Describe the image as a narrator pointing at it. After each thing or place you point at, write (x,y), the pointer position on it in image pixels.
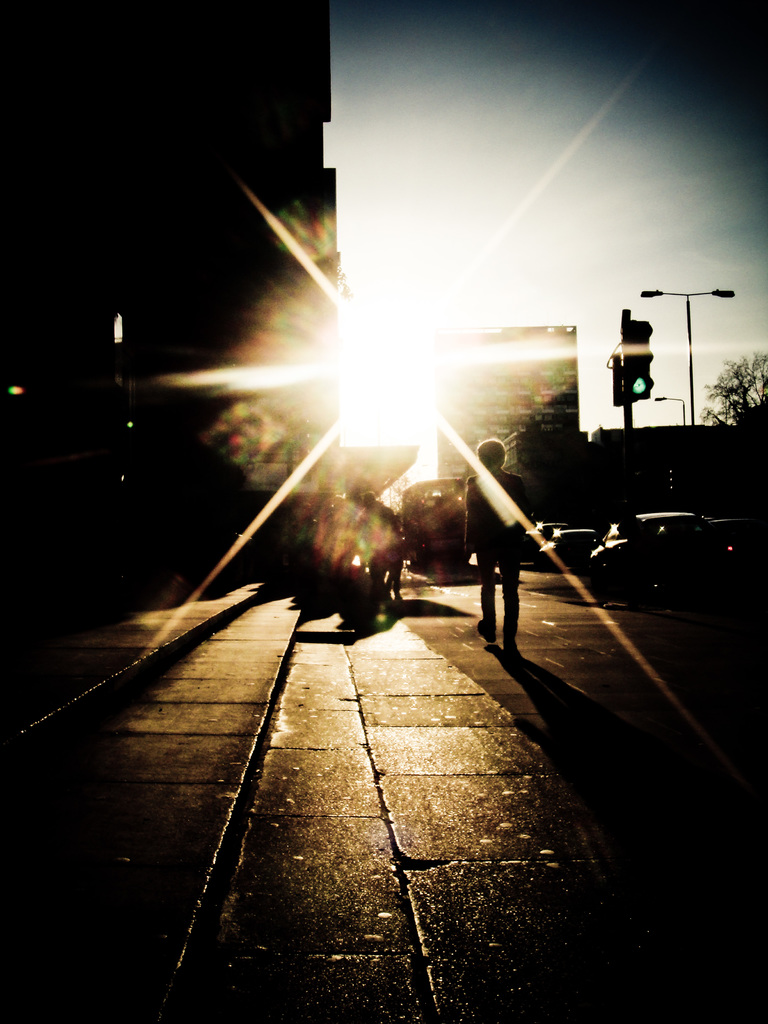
In this picture there is a boy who is standing on the right side of the image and there is a signal pole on the right side of the image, there are cars (655,584) in the center of the image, there are buildings (308,65) on the right (716,464) and left side of the image (113,229).
